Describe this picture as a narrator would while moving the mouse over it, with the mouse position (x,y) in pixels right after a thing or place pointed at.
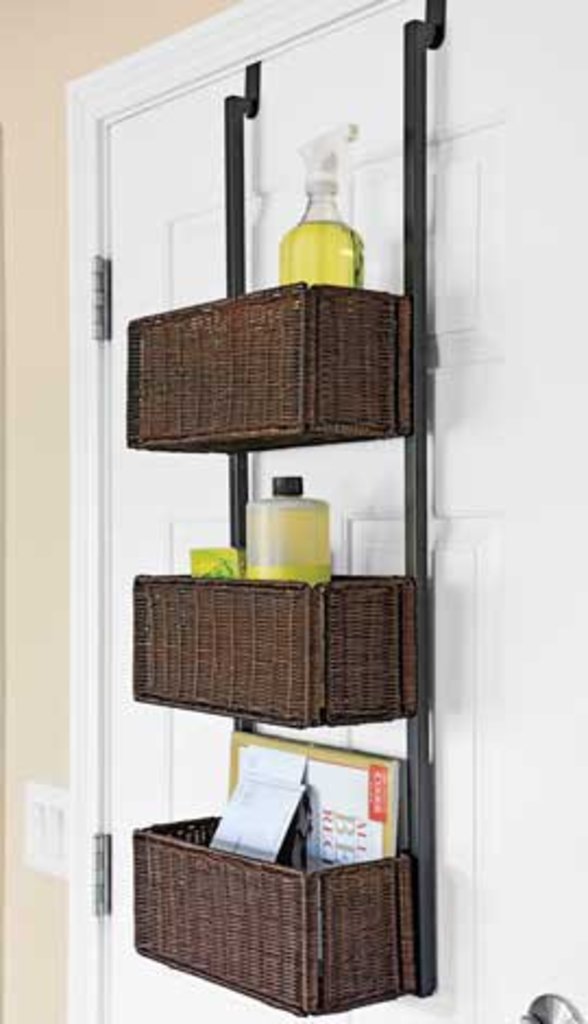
In the foreground (267,29) I can see a wall (63,897), cupboard (86,453) and a stand (444,2) in which bottles (282,278) and books (369,797) are there. This image is taken may be in a room (327,709).
